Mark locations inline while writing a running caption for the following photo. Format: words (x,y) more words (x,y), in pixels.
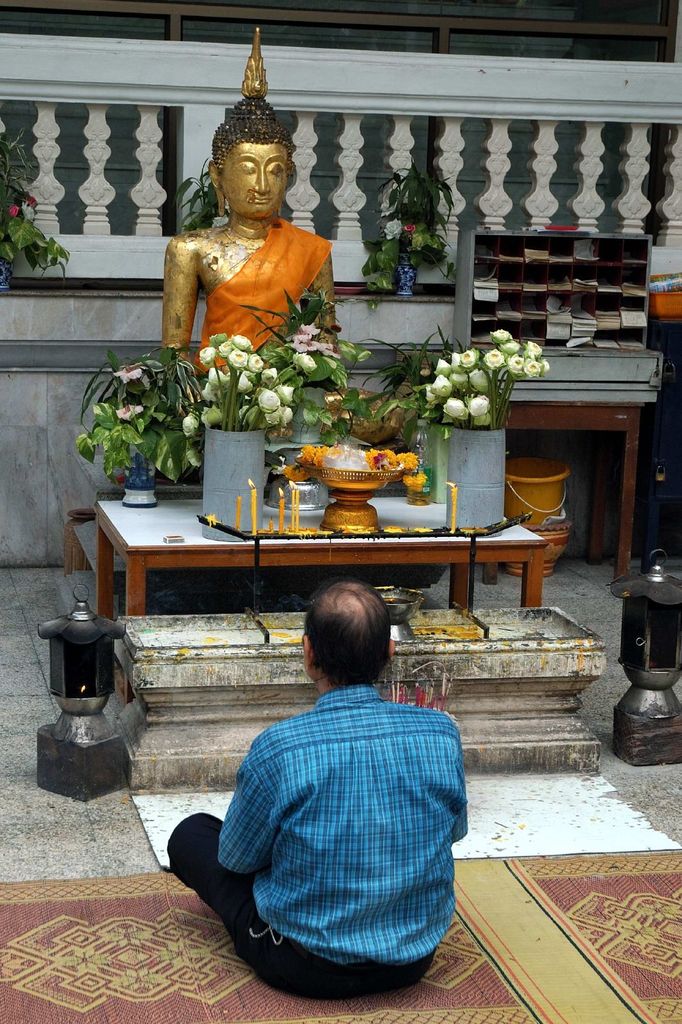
In the center (338,661) we can see man (291,729) sitting on floor (476,940). And here we can see statue (253,323) in front we can see table (304,522), on table (272,507) we can see candles (294,516), flowers (213,419) and few more objects (340,448). And coming to background (535,66) we can see shelf (607,383), bucket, wall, plant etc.
